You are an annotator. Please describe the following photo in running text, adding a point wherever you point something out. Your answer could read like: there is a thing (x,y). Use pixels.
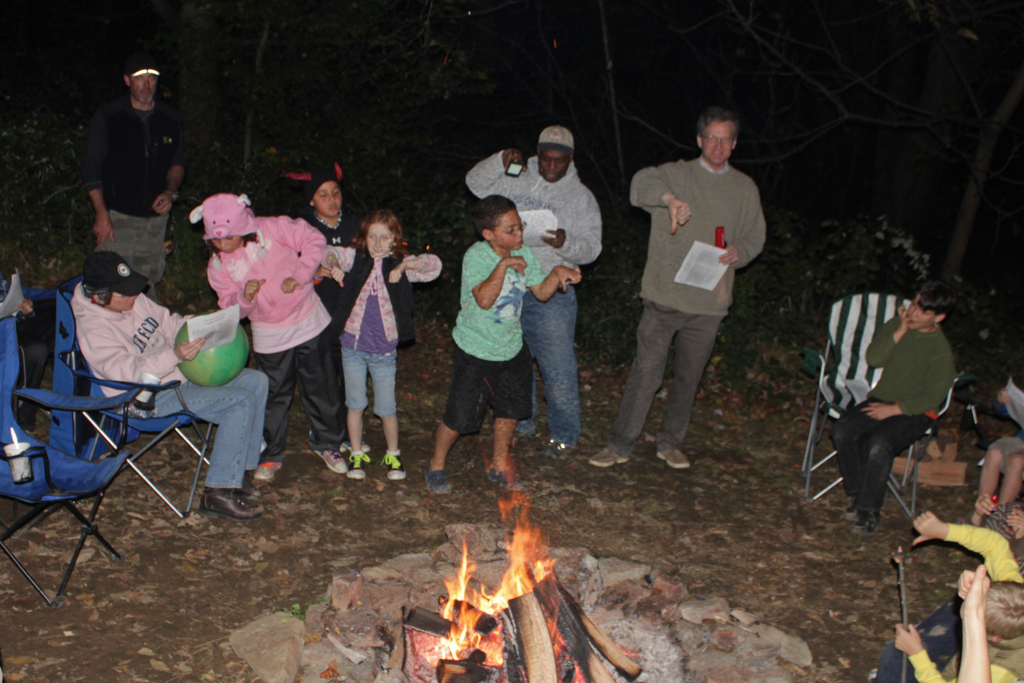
In this image we can see persons (132,348) sitting on the chairs (823,419), persons (545,356) standing on the ground (799,415), papers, stones (373,627), camp fire (508,615) and trees (722,69) in the background (760,123).
